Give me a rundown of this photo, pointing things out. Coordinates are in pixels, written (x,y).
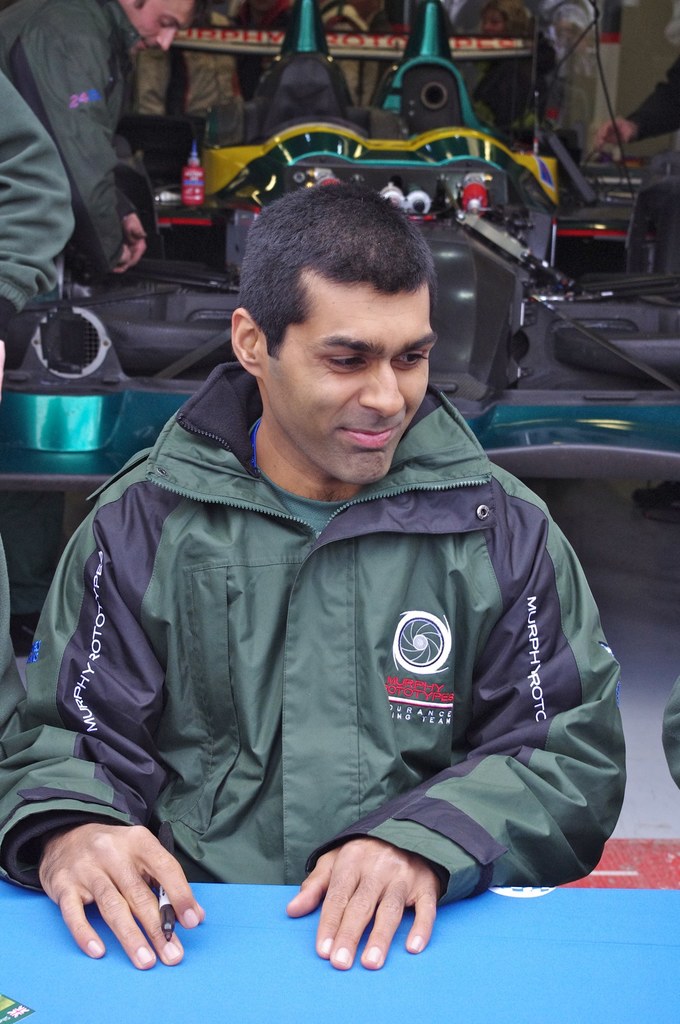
In this picture we can see a man (280,798) smiling and holding a pen (163,930) with his hand (168,891) and in the background (15,212) we can see some persons (112,183) and some objects (548,362).
